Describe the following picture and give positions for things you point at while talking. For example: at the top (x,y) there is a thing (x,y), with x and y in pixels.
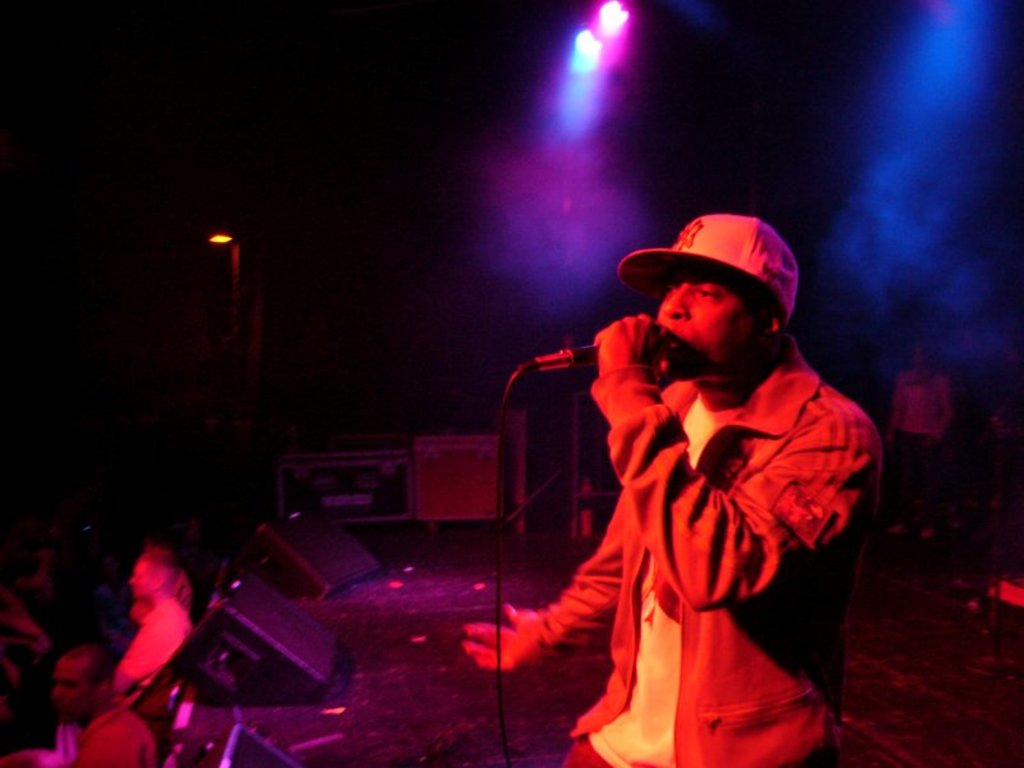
In this image I can see a man (641,426) is singing in the microphone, he is wearing coat (808,550), cap (785,281), at the top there are focus lights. In the left hand side (144,663) bottom few people (105,671) are there.
